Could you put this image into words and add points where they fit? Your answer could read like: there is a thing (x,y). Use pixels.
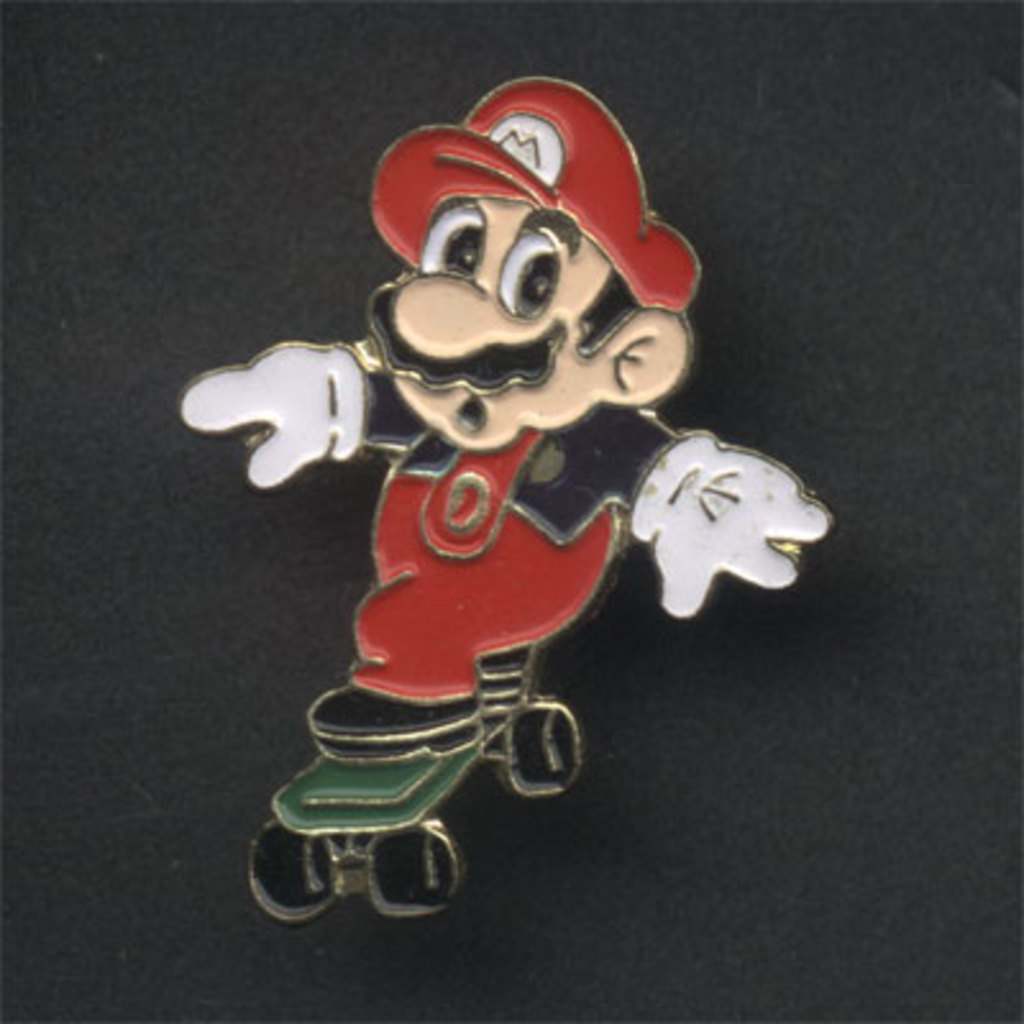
In the center of the image (539,489) we can see a sticker (492,560) of a cartoon (492,560) placed on the surface (678,802).
